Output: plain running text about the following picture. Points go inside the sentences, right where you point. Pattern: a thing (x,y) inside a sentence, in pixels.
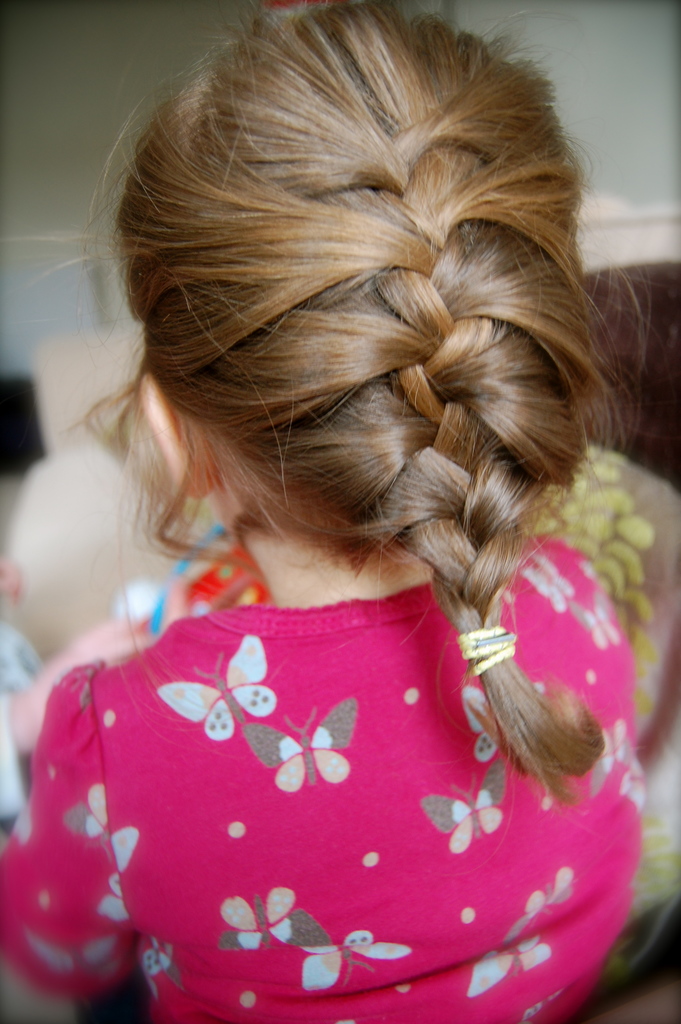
In this picture I can see a girl (138,392), and there is blur background (184,13).
